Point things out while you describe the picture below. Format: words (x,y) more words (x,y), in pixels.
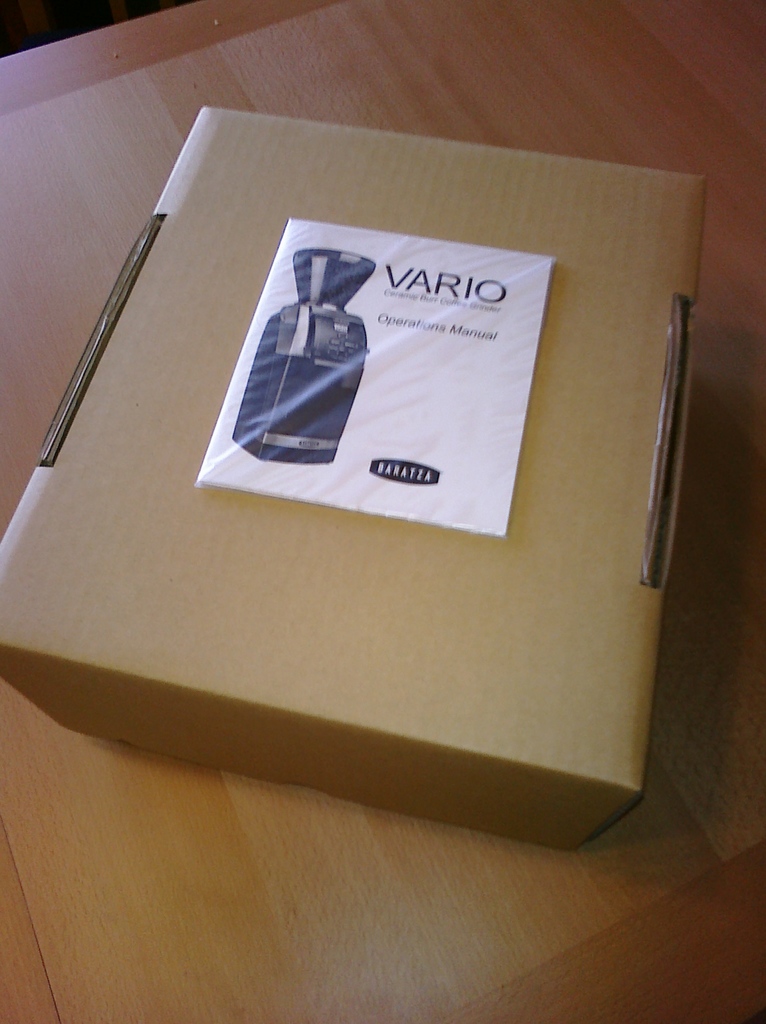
In this image we can see a cardboard box (603,460) which is placed on a table (235,872).
